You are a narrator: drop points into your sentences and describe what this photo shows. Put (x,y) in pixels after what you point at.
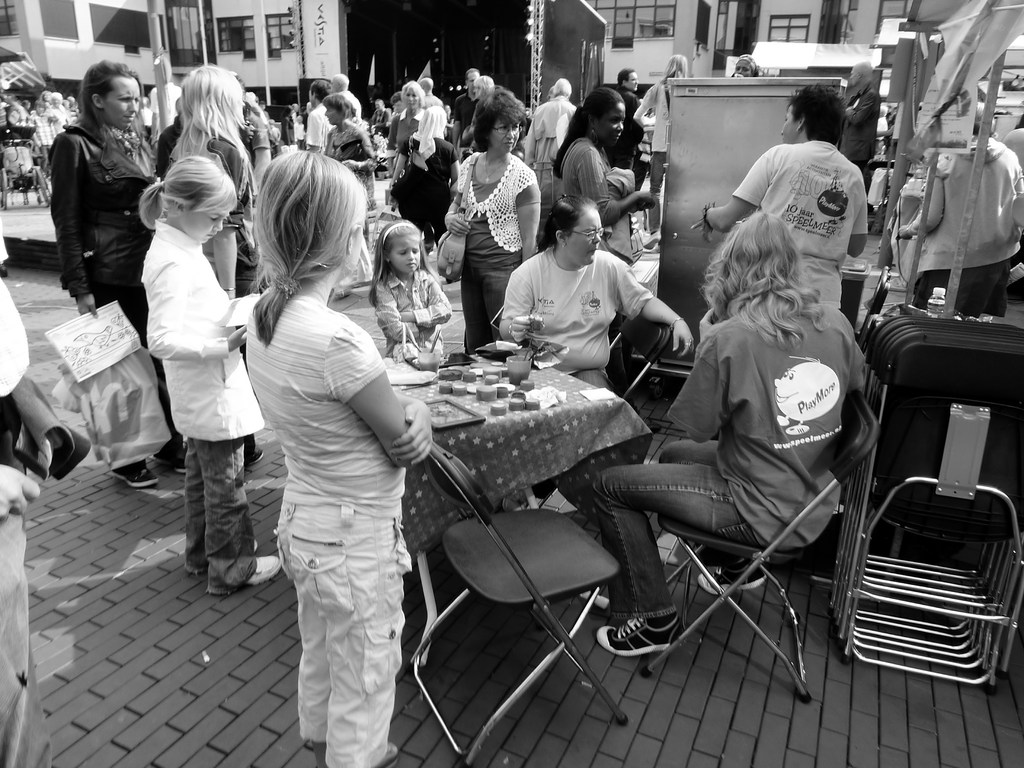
In this image I can see group of people (72,230), some are sitting and some are standing. Background (191,1) I can see few buildings (195,15). In front (519,395) I can see few objects (533,397) on the table (535,425) and the image is in black and white.
